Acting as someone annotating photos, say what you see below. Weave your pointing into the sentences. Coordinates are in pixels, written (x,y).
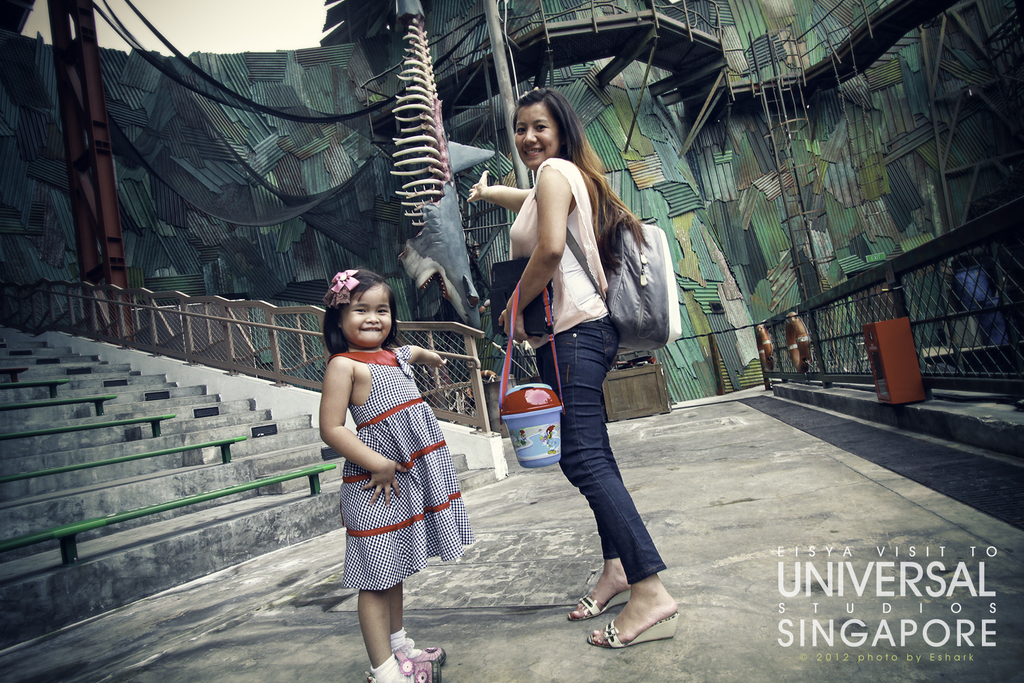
In this image we can see a child (352,558) and woman (582,154) wearing backpack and holding some objects (538,438) are standing on the ground (447,605), here we can see stairs (234,532), fence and the wall (692,264) in the background (275,77). Here we can see the watermark (801,599) on the bottom right side of the image (866,566).
